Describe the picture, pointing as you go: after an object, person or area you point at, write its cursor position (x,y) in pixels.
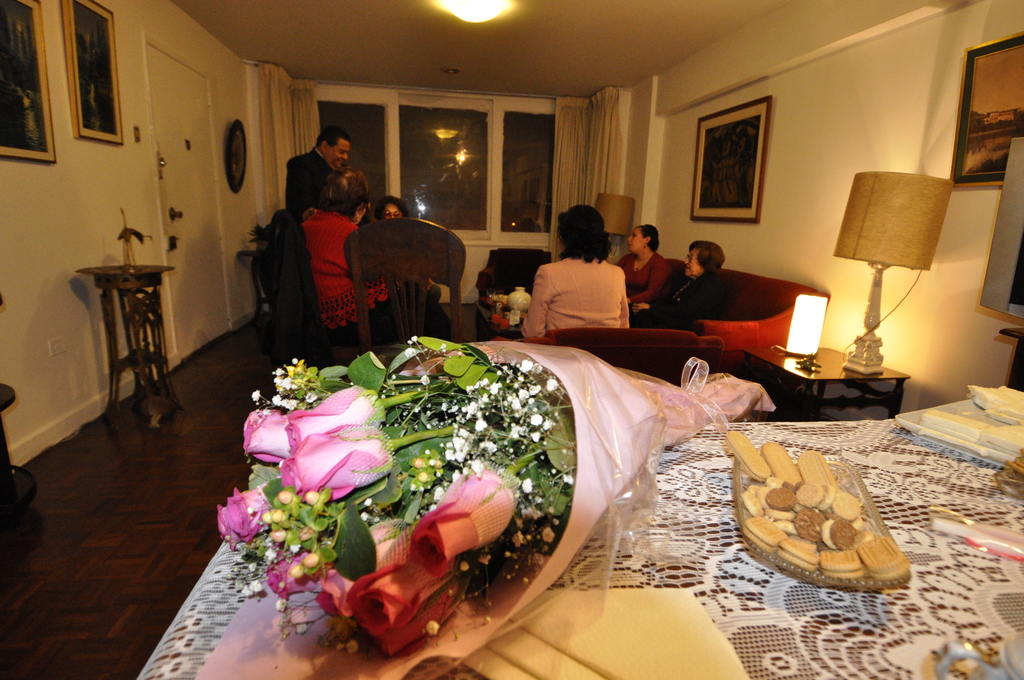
In this picture we can see some persons (613,300) are sitting on the sofa (682,338). This is floor (91,467) and there is a flower bouquet (465,562) on the table (922,624). These are the cookies (794,534) and there is a lamp (874,245). Even we can see the door (194,229) here. These are the frames (78,125) on the wall (39,233). And this is glass (457,175) and there is a curtain (586,144).
